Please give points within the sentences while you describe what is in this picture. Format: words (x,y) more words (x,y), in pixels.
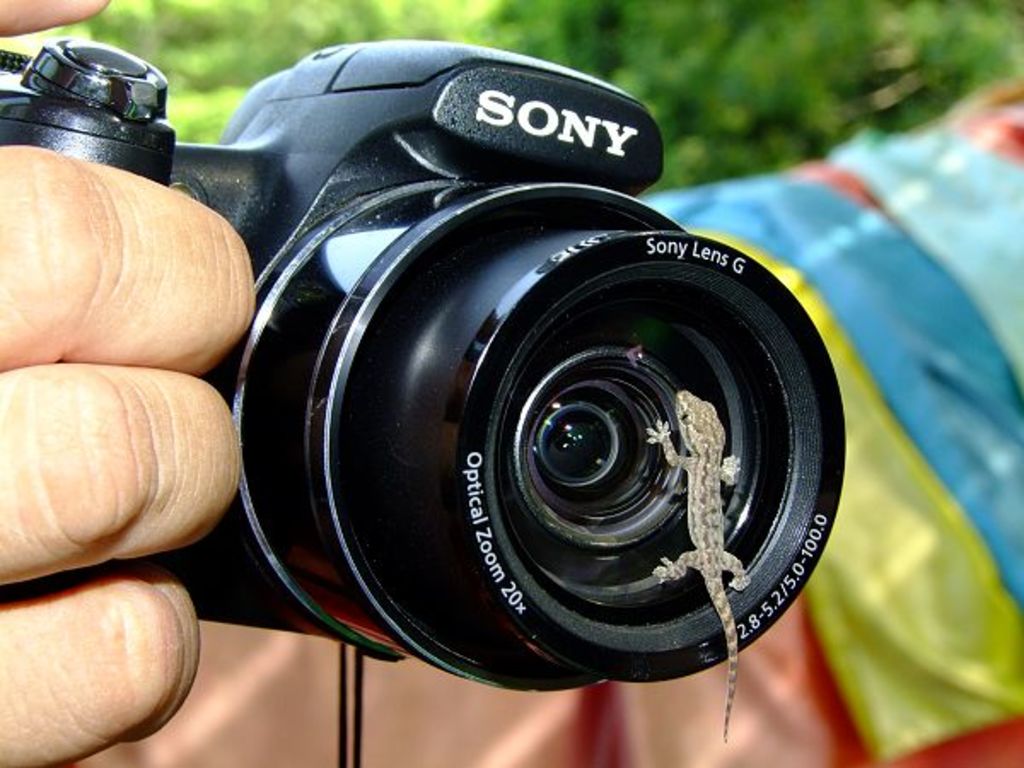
In this image I can see a person's hand (96,285) holding a black colored camera (290,158) and on the camera lens (552,457) I can see a lizard (726,569) which is brown in color. In the background (839,81) I can see few trees (716,100) and few other objects (928,313).
